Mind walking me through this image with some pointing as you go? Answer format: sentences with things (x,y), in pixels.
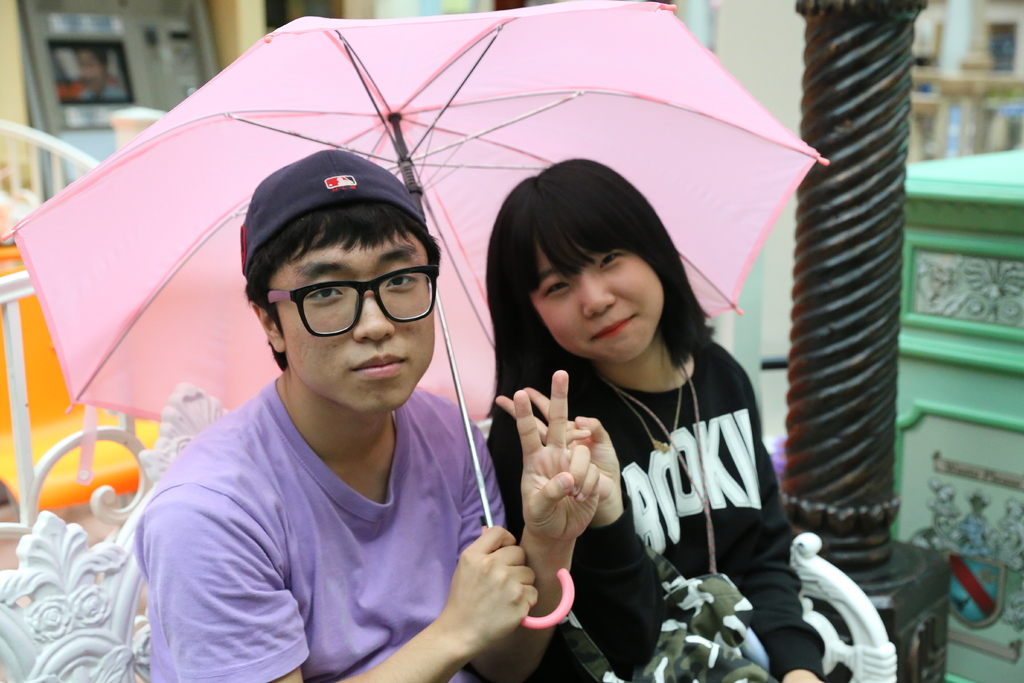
In this image we can see one man (367,350) and one women (595,306) are sitting on the chair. And we can see the umbrella (455,178). And we can see one pillar (875,353). And beside the pillar (839,366) we can see one object (973,422). And in the background (85,90) we can see one object (46,96) which is blurred.
